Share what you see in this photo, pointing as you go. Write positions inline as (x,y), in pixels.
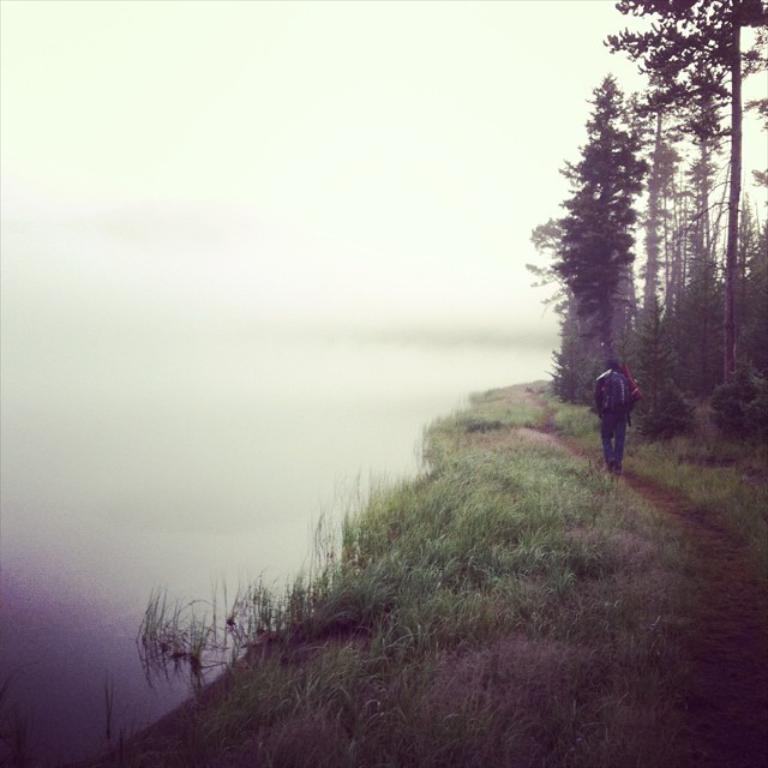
In this image person (626,408) is walking on the surface (585,461) of the grass (627,454). At the right side (654,268) there are trees (658,221).
